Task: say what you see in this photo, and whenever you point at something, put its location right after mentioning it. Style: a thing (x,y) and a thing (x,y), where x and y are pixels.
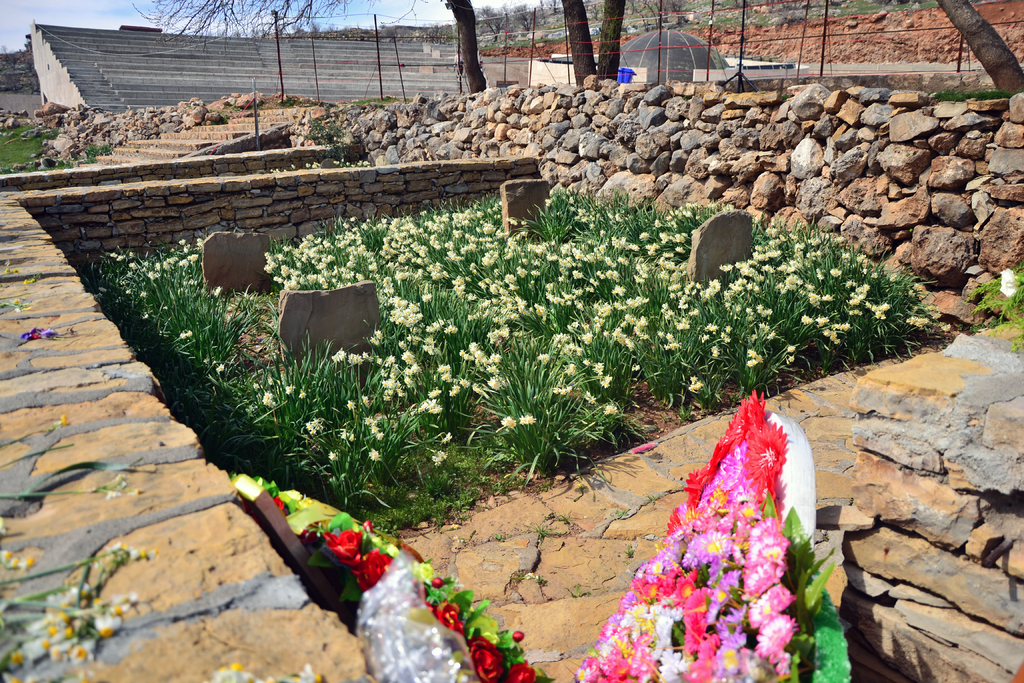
This image is taken outside the city. In the center (507,342) there are grass (535,331) and flowers (490,339) with 4 stones (372,304). At the right side (746,129) there are stone wall (704,132) and some trees (469,35). In the background (141,71) there are steps (166,68), grass (28,145) on the floor (33,146), and in the front (729,586) there is a flower bouquet (720,602).
